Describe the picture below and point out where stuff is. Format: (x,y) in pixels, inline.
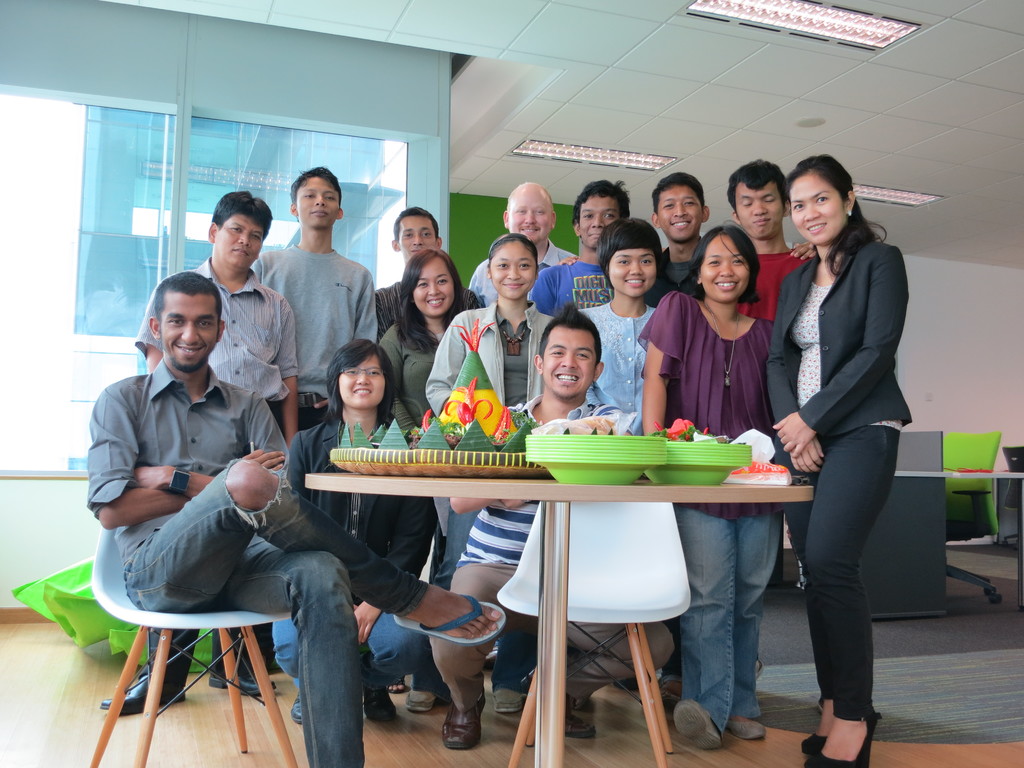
The picture is taken in a room (22,59). In the foreground of the picture (495,332) there are people (184,643), chairs (592,599), table (573,498), plates (678,467), food items (505,445). At the top (759,28) there are lights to the ceiling (988,151). On the right (971,485) there are chairs (980,495) and desk (929,501). On the left (163,160) there is window (98,187), outside the window (102,212) there is a building (125,195).
